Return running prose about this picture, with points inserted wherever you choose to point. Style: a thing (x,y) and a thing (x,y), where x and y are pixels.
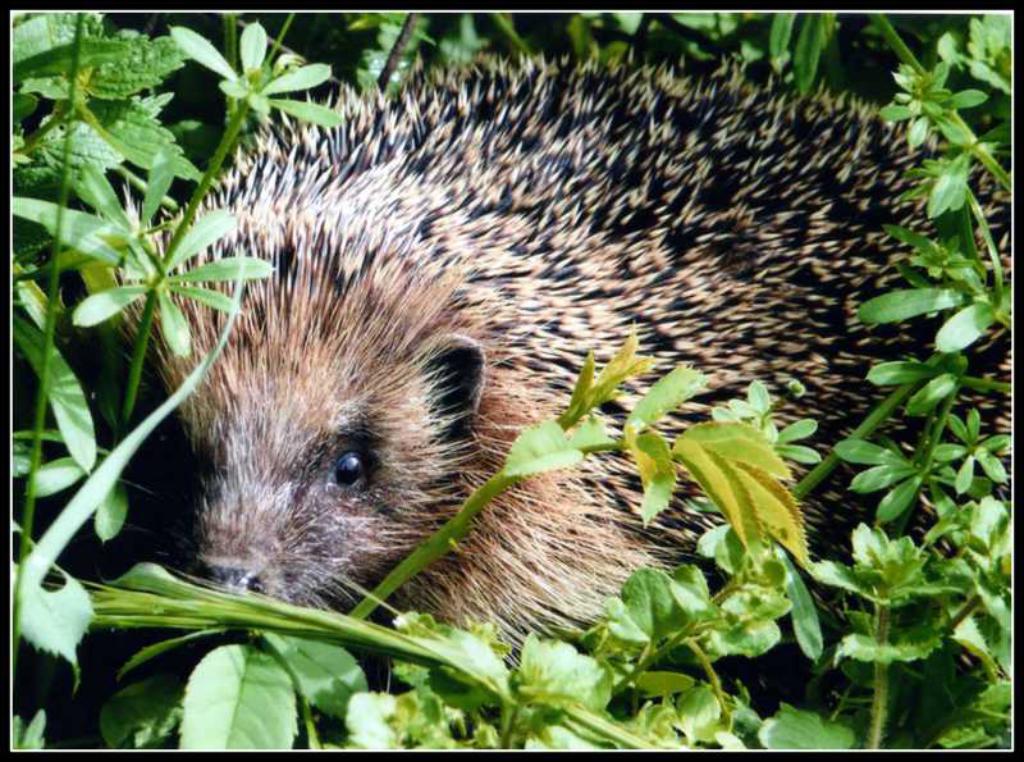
In this image we can see the plants (92,26) and also an animal (364,413). The image has borders (1022,543).
